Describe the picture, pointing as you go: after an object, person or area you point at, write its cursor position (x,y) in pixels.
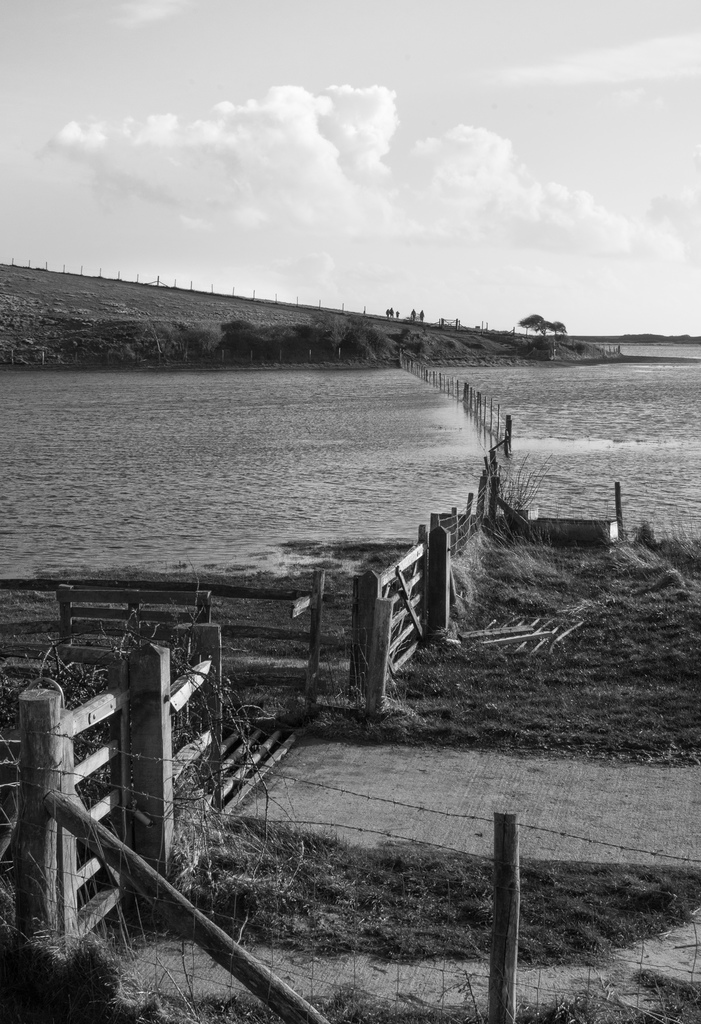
In this image there is a fence (362,678) on the land (392,874) having grass (392,874). There is a fence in the water (486,442). Background (344,335) there are trees (264,338) on the land (36,346). Left side (21,340) there is a hill (118,326). Top of the image (224,160) there is sky (296,163), having clouds (363,168).
